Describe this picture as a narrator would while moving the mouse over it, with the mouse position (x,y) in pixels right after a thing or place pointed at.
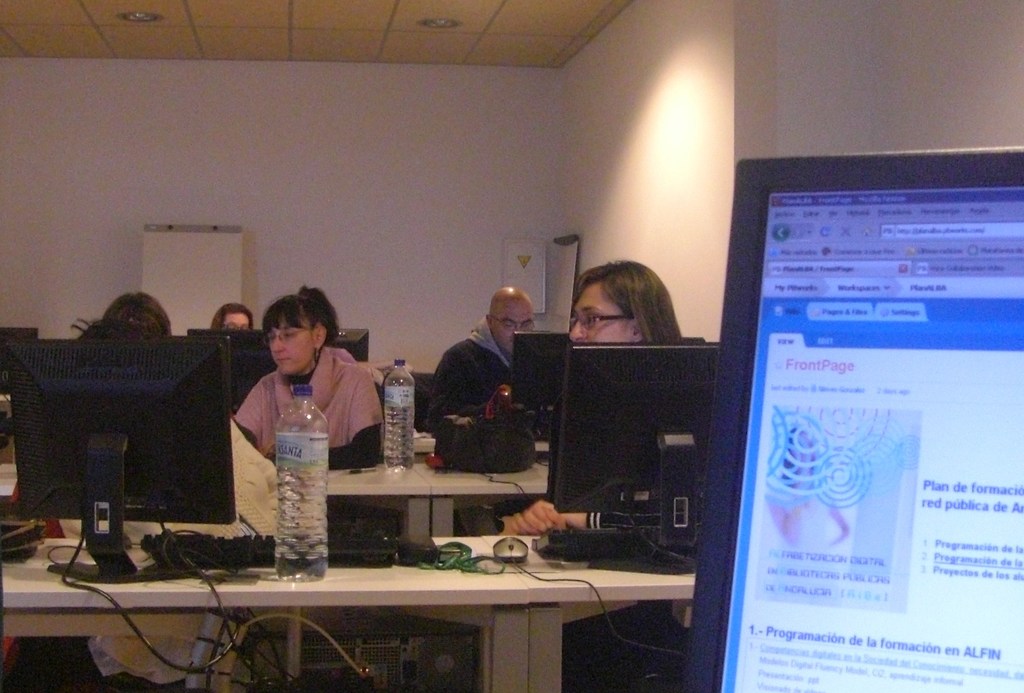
On the background (437,174) we can see a wall (372,329), whiteboard (200,279). We can see all the persons (509,521) sitting on chairs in front of a table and working in systems (530,364). On the table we can see monitors (583,426), mouse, water bottles (314,522), bag (529,445). At the right side of the picture (896,515) we can see a partial part of a monitor screen (899,406).
